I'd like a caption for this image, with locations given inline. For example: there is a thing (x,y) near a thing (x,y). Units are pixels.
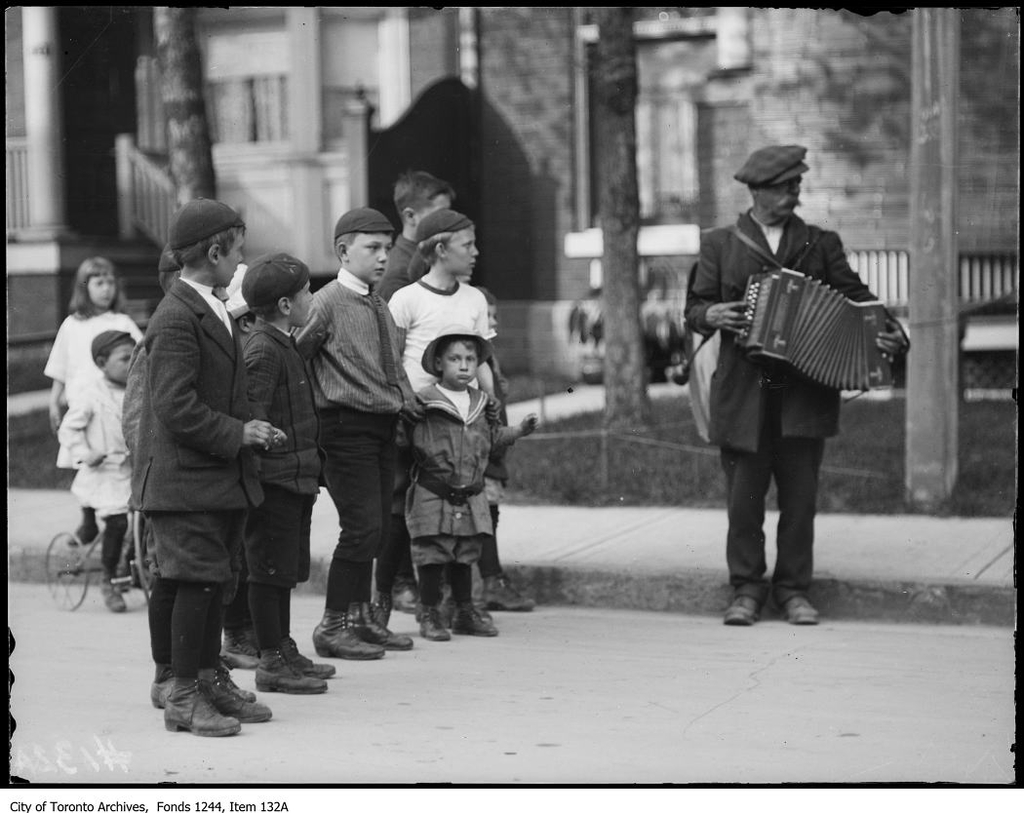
In this image on the right side (774,234) there is one person (788,185) standing and he is holding a musical instrument (822,315) and playing. On the left side (246,412) there are some children (349,368) and one boy (114,467) is sitting on a cycle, in the background (294,172) there are buildings (285,138) and poles (910,454) and trees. At the bottom (691,671) there is road (699,647) and grass (558,485). And at the bottom of the image (19,807) there is text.
